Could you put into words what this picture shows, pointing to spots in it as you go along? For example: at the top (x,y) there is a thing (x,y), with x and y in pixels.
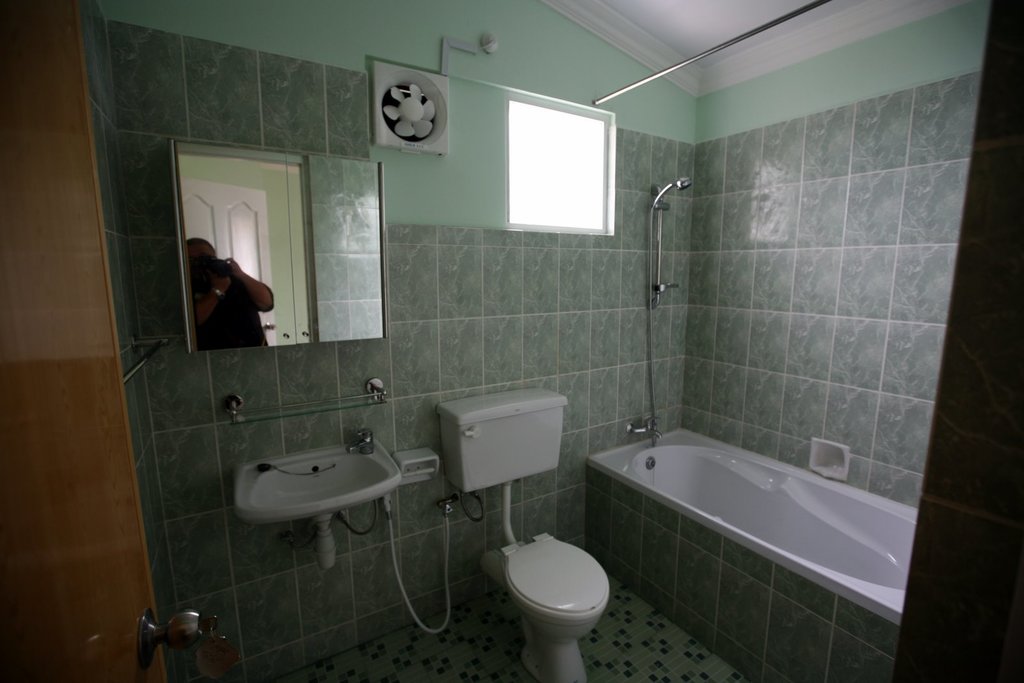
In this image I can see the bathtub (720,472), wash basin (291,465), toilet (536,585). In the background (270,258) I can see the mirror (270,258) attached to the wall (464,272). In the mirror (227,271) I can see the person's reflection (230,288).
